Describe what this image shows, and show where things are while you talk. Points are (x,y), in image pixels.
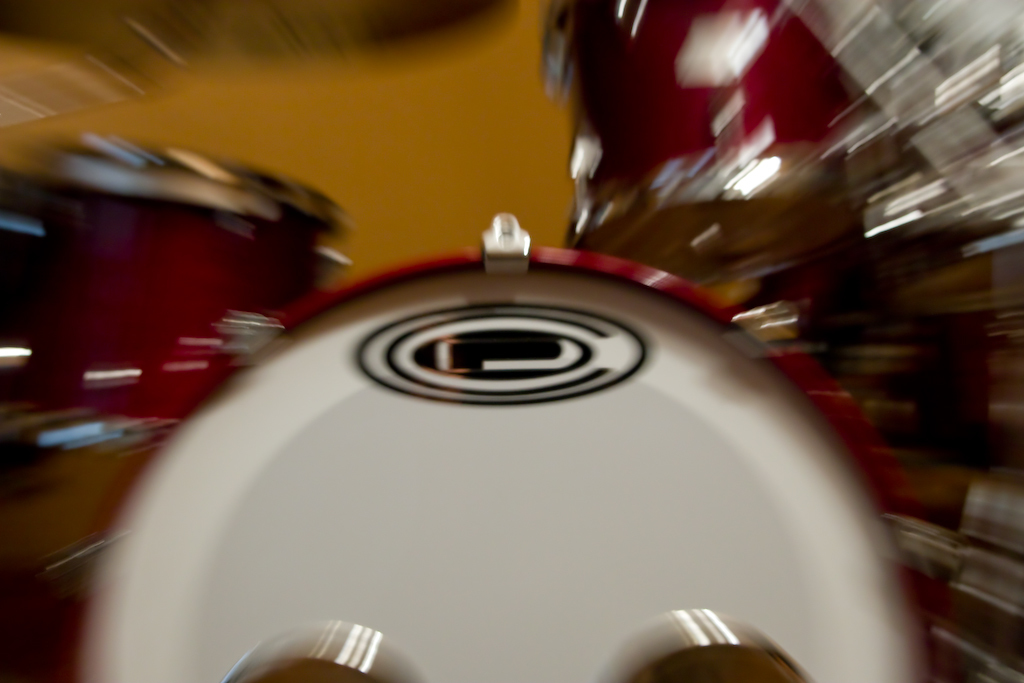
This picture is blur, in this picture we can see musical instruments (600,407).
